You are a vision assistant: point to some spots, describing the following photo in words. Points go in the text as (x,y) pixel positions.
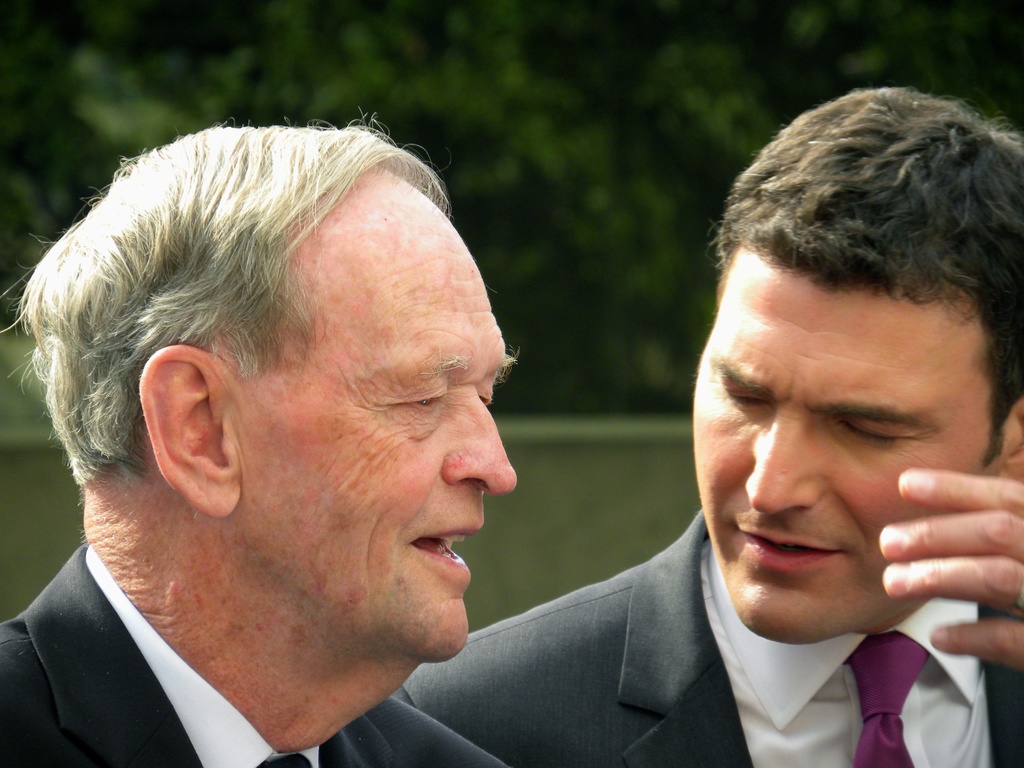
In this picture I can see 2 men (345,337) in front (351,375) who are wearing formal dress (509,619) and I see that it is blurred in the background (728,172).
